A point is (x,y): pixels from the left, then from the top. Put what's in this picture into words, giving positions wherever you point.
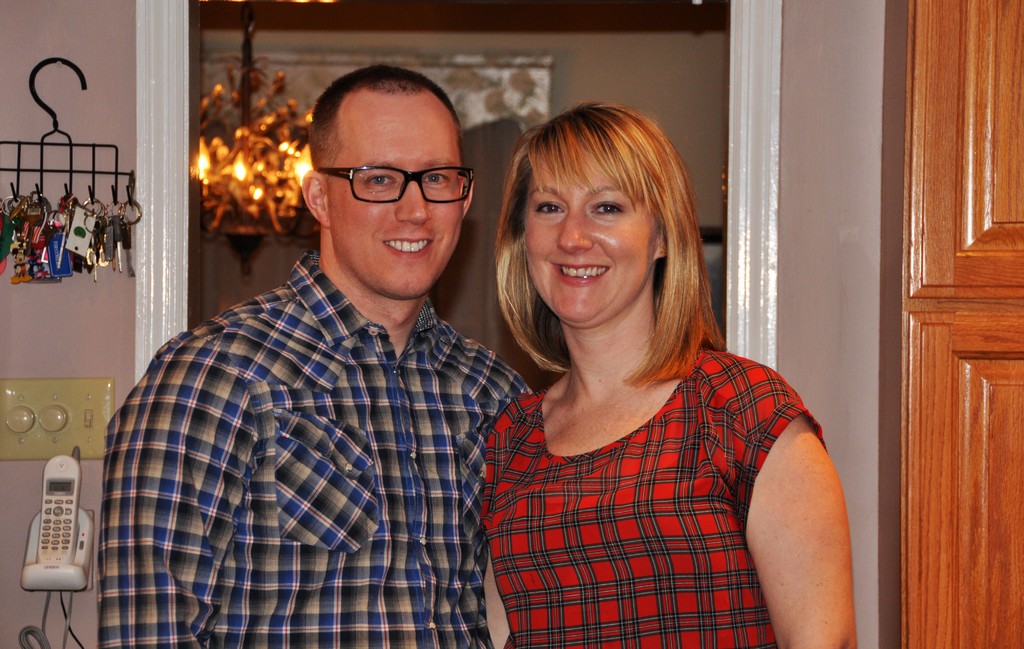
This picture is clicked inside the room (15,70). In the foreground (539,401) we can see a woman (574,288) and a man (400,300) smiling and standing on the floor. On the right (979,27) we can see a wooden object (947,391) which seems to be the cabinet (995,367). On the left (71,540) we can see the telephone (62,512) and we can see the keys (121,225) and some objects (39,236) are hanging on the hanger (40,189) and the hanger (53,125) is hanging on the wall (70,80) and we can see the switch board (48,412), cables (35,633). In the background (642,67) we can see the wall (620,66), a chandelier (263,104) seems to be hanging on the roof (516,6) and we can see some other objects (507,108) in the background (529,110).
